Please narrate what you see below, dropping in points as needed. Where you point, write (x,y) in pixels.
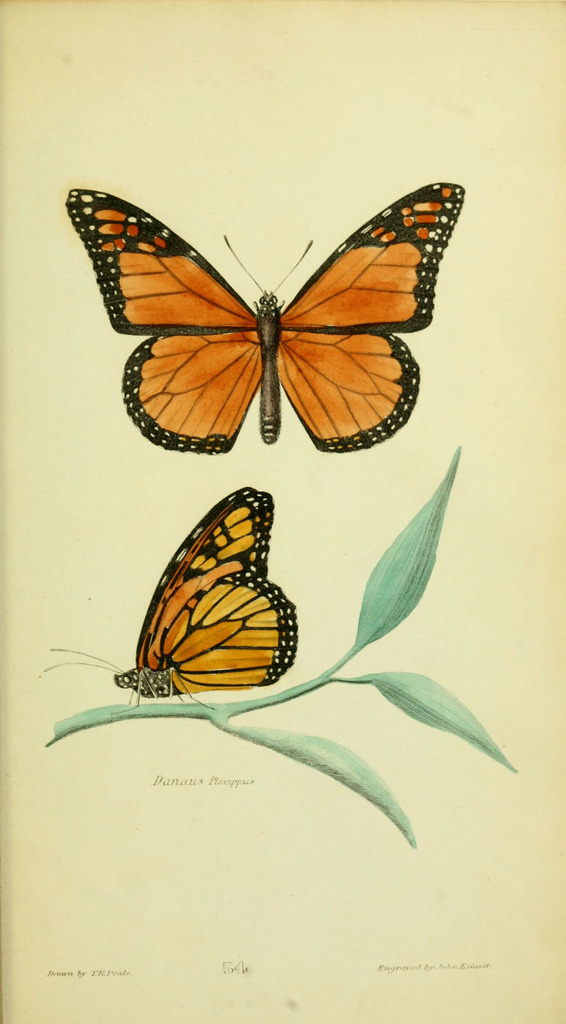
This is a poster which contains two orange color butterflies (157,694) and one of them is standing on a stem (109,716). There is a text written around.
